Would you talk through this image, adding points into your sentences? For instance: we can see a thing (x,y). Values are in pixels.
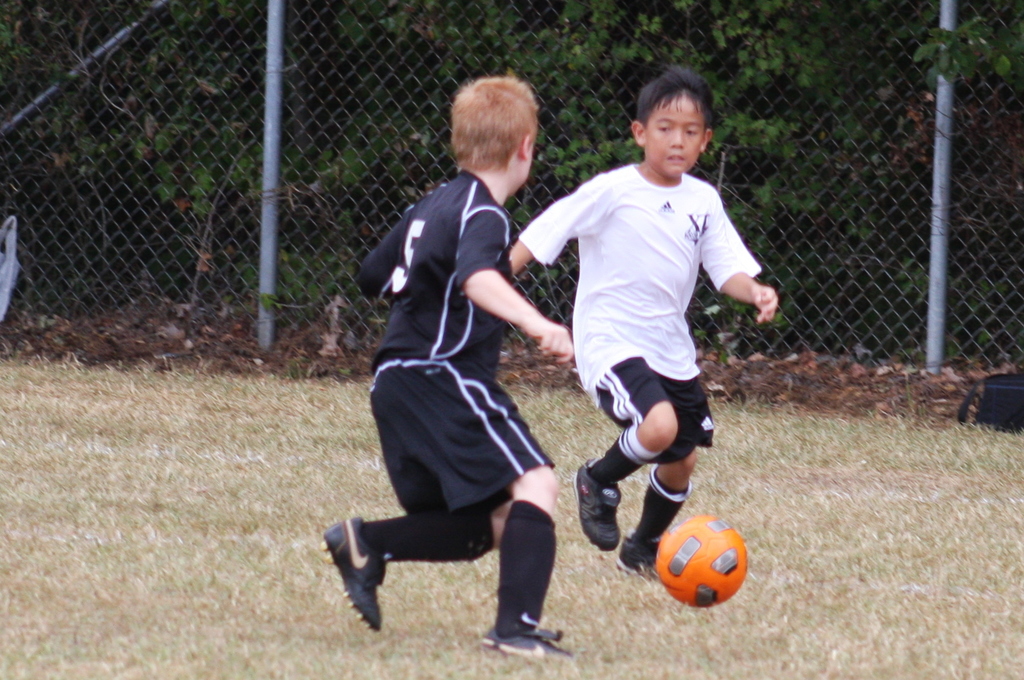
In this image two children (506,474) are playing football on the surface (151,575) of the grass (260,569). At the back side (265,142) there is a closed mesh fencing (226,139).
